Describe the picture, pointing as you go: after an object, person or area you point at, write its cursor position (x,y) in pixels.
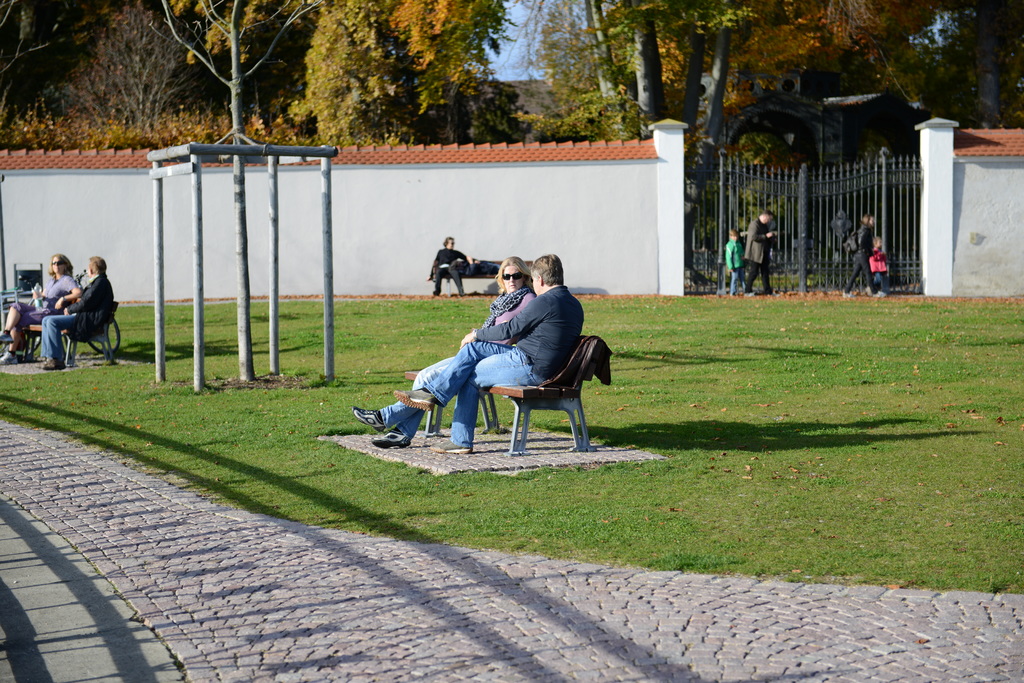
In this image there is the sky (518,53) towards the top of the image (529,36), there are trees (752,51) towards the top of the image (607,72), there is a wall (532,168), there is a gate (825,190), there is a man (764,252) holding an object (773,232), there is a boy (738,250) standing, there is a woman (850,284) walking, she is wearing a bag (854,247), there is a girl (879,248) walking, there are benches (73,354), there are persons (455,265) sitting on the benches (494,401), there is grass (748,356), there are objects (25,287) towards the left of the image (10,290), there is ground (584,616) towards the bottom of the image (465,601).
